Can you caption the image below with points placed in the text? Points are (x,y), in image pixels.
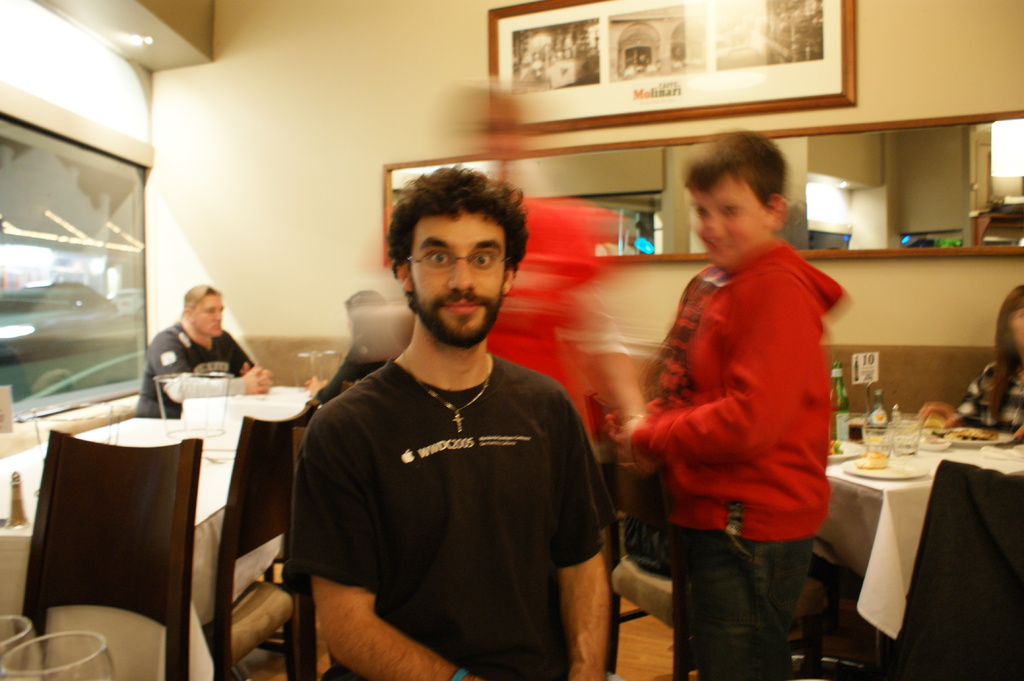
In this image we can see a few people (551,343), some of them are sitting on the chairs (639,585), there are tables (943,458), there are bottles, glasses (905,441), food items (883,456) on the plates (944,440), there is a photo frame (552,87) on the wall (400,105), there is a window (19,211), and a mirror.
